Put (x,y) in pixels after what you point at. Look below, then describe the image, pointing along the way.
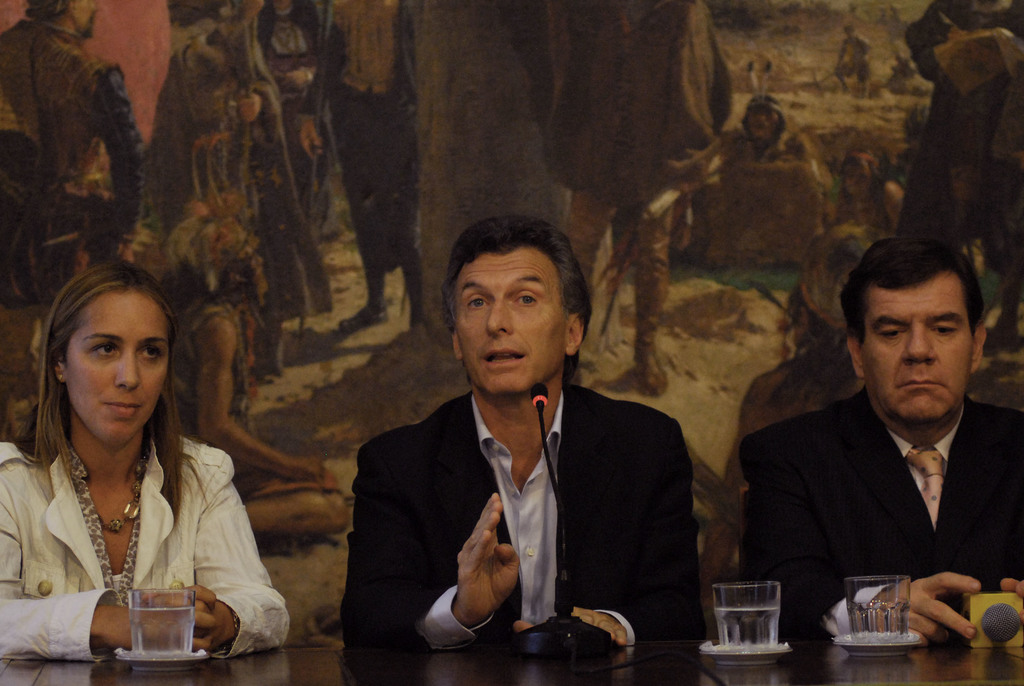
In the center of the image (523,437) we can see three people (517,570) sitting, before them there is a table (796,668) and we can see glasses (144,644) and a mic (525,648) placed on the table (952,658). In the background (332,222) there is a board (505,168).
